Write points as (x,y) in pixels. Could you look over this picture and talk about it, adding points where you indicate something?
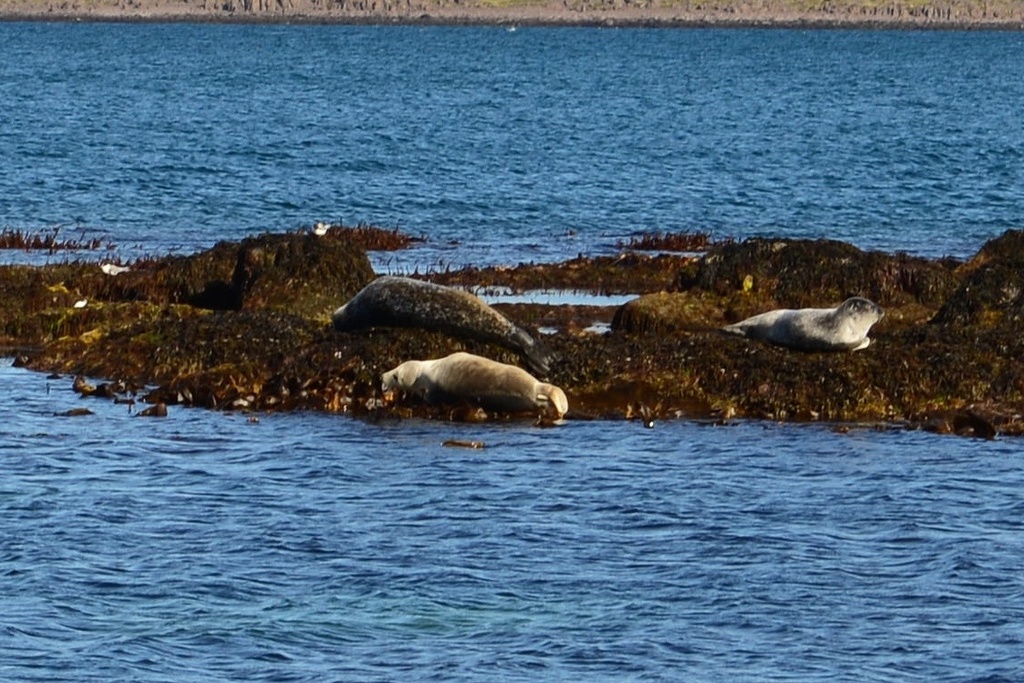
In this image we can see some animals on the rock (368,343). We can also see some plants (667,408) and a large water body (542,173).
